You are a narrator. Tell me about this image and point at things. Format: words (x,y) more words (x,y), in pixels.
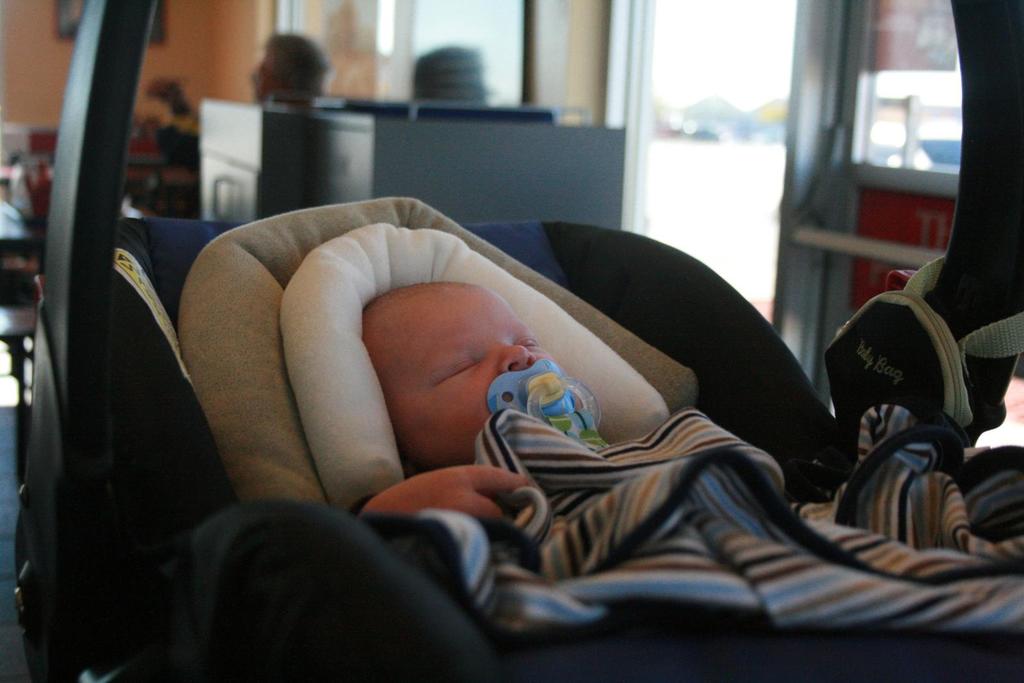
In this image we can see a baby (480,316) with a soother (521,395) in the mouth (532,398). And the baby (482,378) is lying on a stroller (377,593). Also there is cloth (682,536). In the background (219,39) it is looking blur. And we can see head (308,76) of a person (286,69).
